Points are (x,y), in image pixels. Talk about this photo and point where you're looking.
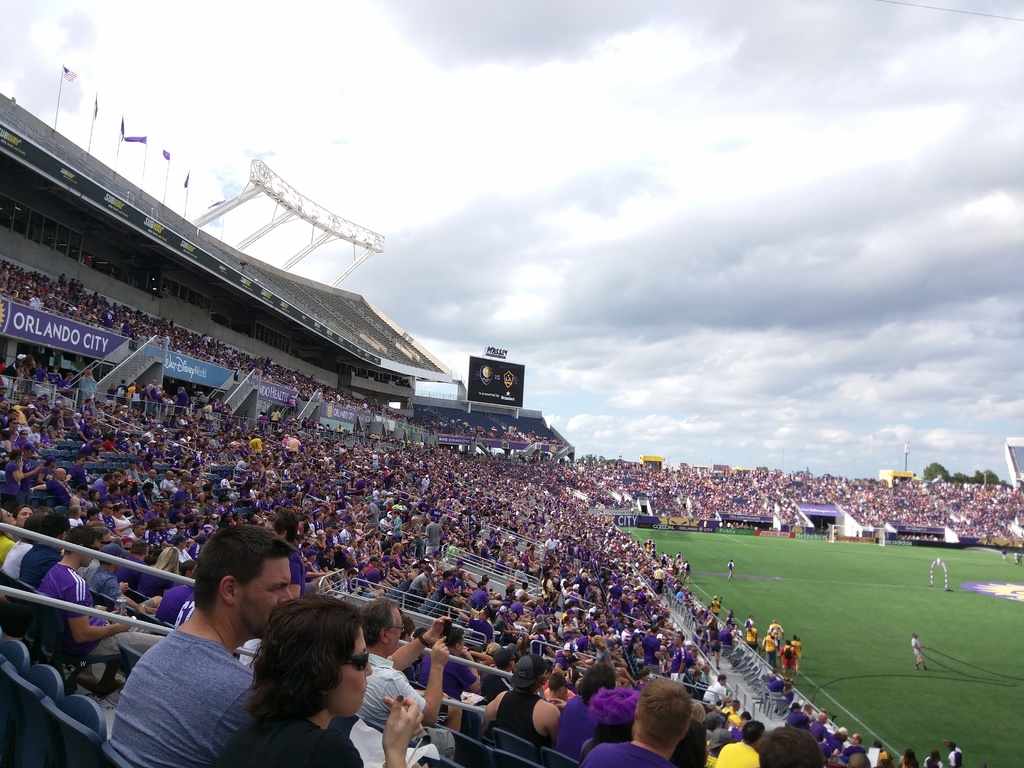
In this image there are so many people (428,583) sitting at the stadium (21,723) and watching at the ground (967,728), also there are flags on the top of stadium (857,661).
